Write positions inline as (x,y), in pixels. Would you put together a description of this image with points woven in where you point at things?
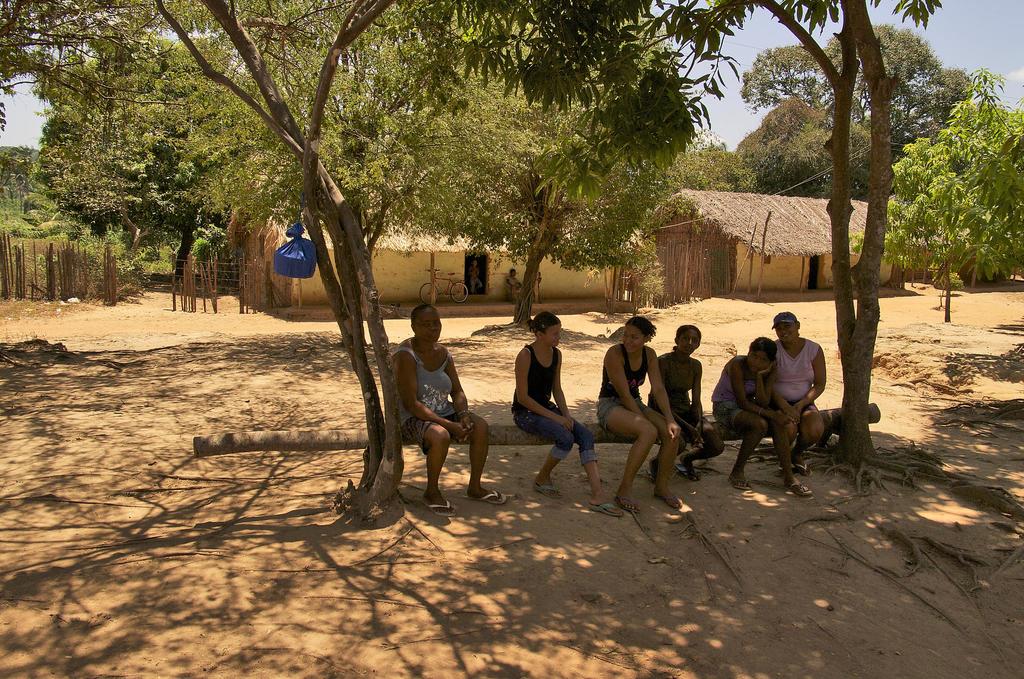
In this image there are group of persons (624,348) sitting on a wooden log (731,438) and there are trees (864,384). In the background (399,268) there are huts (463,260), there is a bicycle (439,291) and there are trees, there is a fence (185,291) and there is a person (515,280) visible.
